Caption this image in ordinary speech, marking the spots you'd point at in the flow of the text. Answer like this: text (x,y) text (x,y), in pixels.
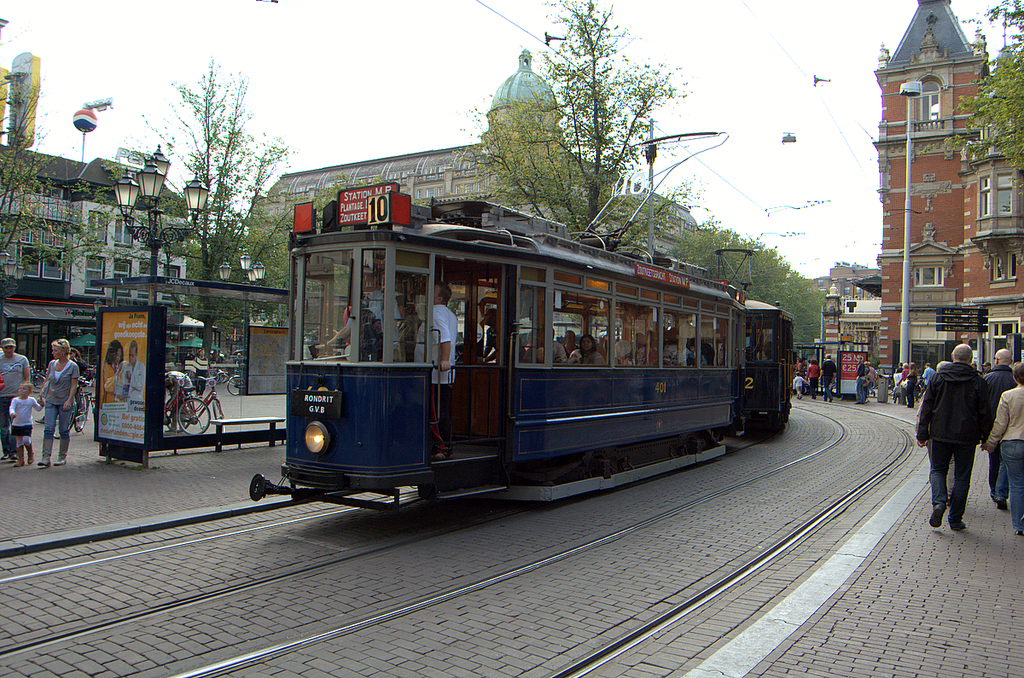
In this image there are persons (938,463) standing and walking, there are boards (160,397) with some text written on it, there is a tram (663,408) moving on the road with the persons (490,348) sitting inside it with some text (351,218) and numbers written on it, there are trees (605,210) and buildings (99,220) and poles (145,229) and the sky (495,43) is cloudy, there are bicycles (211,398) and there is an empty bench (234,423).
